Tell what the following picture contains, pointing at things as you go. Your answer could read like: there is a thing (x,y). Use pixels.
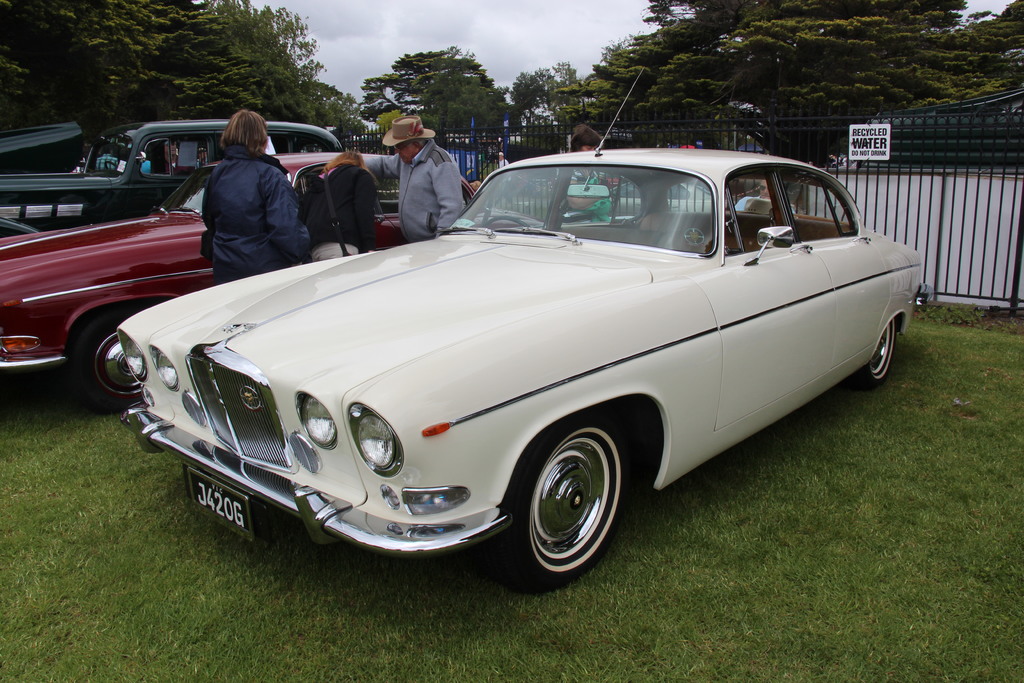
In this image I can see group of people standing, I can also see few vehicles (190,196). In front (429,340) I can see a vehicle (455,299) is in white color, background (225,74) I can see trees (722,82) in green color and the sky (400,27) is in white color and I can see the railing (875,221).
